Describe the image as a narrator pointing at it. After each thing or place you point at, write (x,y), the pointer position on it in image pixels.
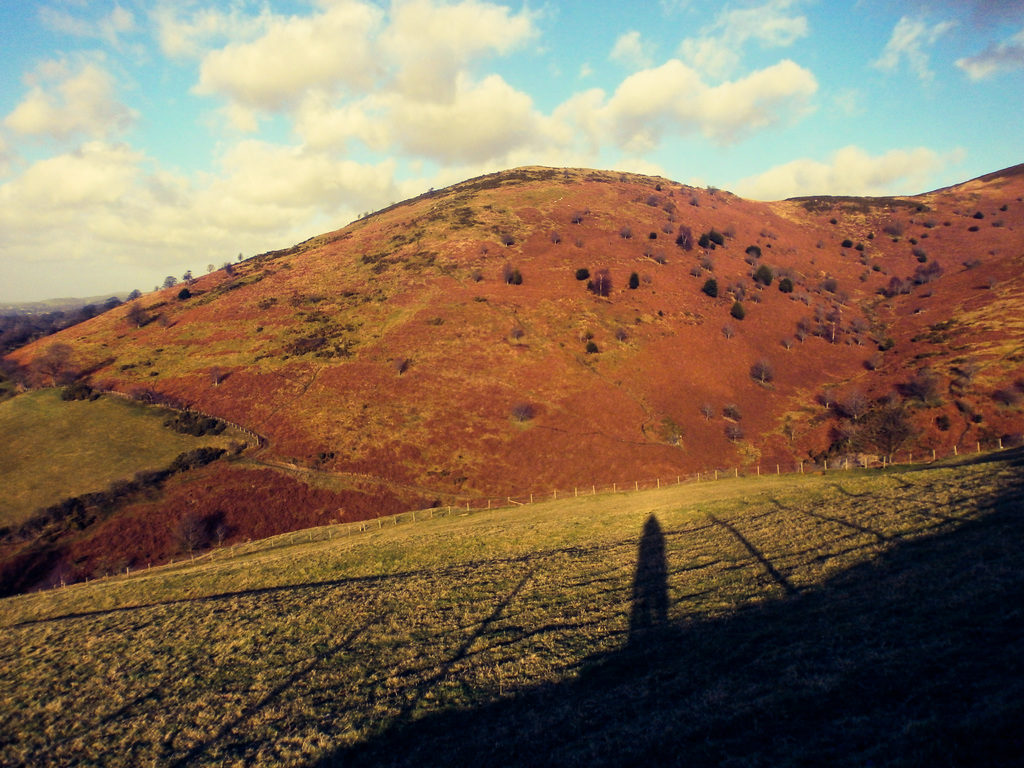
In the center of the image (525,259) there are hills (929,260). At the bottom (350,684) there is grass (578,546) and we can see a fence (523,496). In the background (462,140) there is sky (578,137).
